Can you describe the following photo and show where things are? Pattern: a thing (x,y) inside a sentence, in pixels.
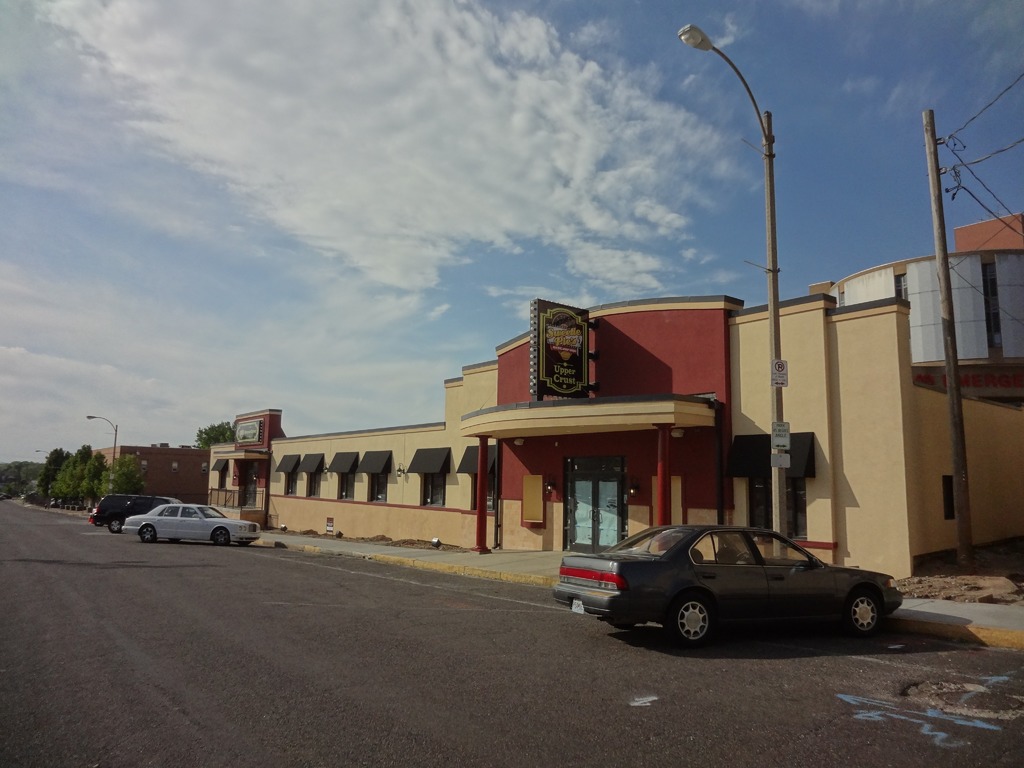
In this image we can see few buildings (475,370) and there is a board (567,338) with some text (570,341) and we can see two street lights (717,54) and a power pole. There are few vehicles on the road (1023,693) and we can see some trees (77,470) and at the top (457,96) we can see the sky (431,191) with clouds (585,117).
